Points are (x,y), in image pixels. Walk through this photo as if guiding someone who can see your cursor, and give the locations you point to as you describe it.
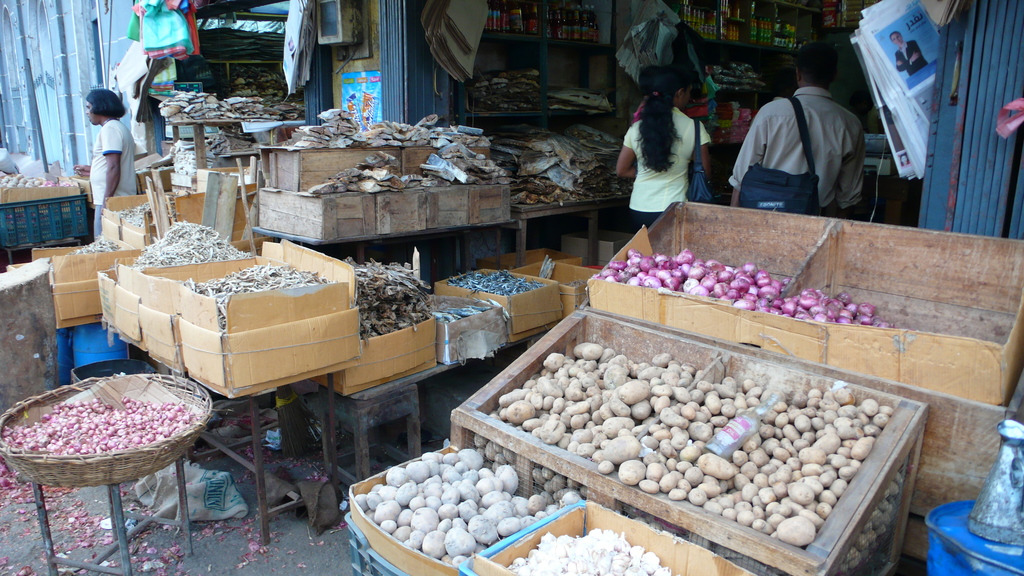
In this image I can see few benches (333,447) on which I can see few cardboard boxes (307,360) and in the boxes (249,311) I can see few things (257,280). I can see a wooden basket (105,468) with onions (113,420) in it. To the right side of the image (692,397) I can see few boxes (557,528) with vegetables (469,506) in them. In the background (566,23) I can see few boxes (456,219) with few things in them, few racks (581,56) with bottles (550,23) and other objects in them, few persons (751,157) standing, few papers (881,71) and few other objects (206,100). To the right bottom of the image (962,556) I can see the blue colored plastic barrel (972,549).
